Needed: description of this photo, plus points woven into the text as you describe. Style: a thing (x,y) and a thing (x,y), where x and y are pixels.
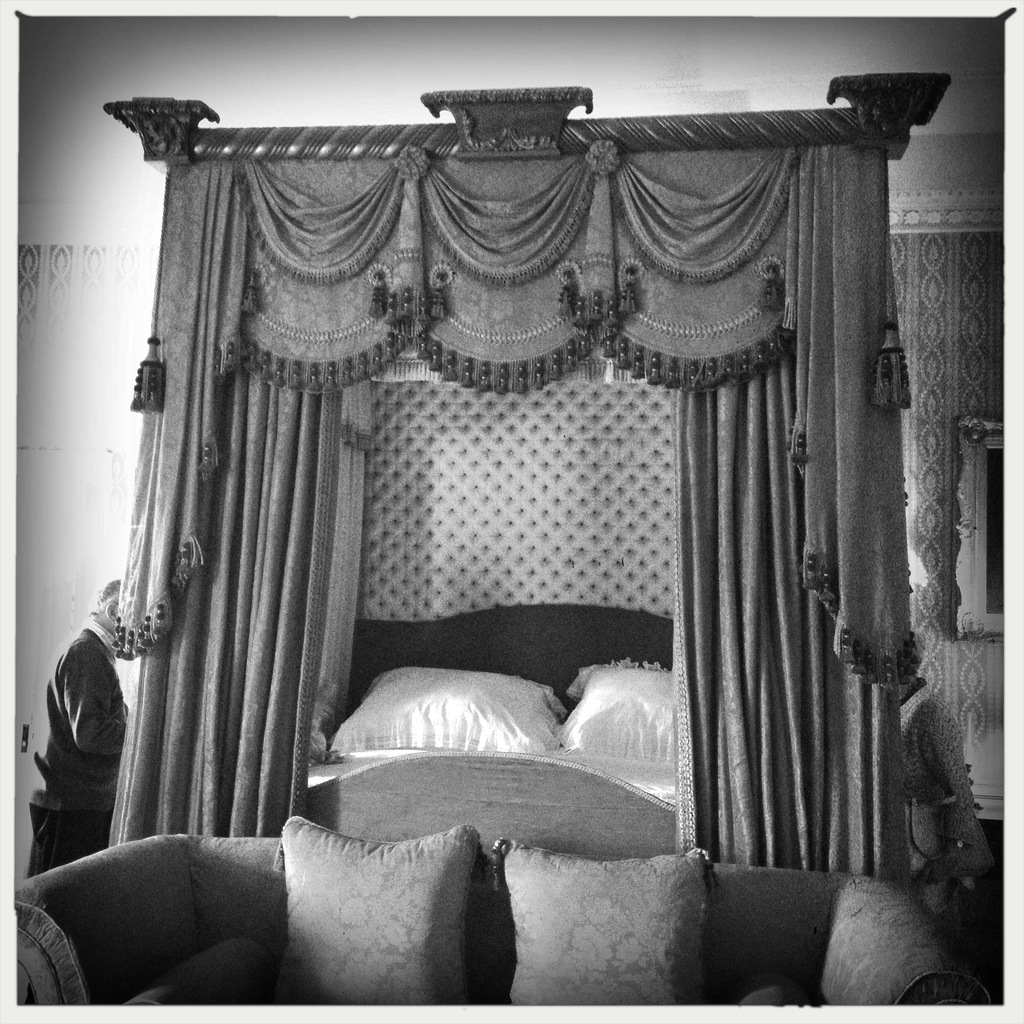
This image is clicked in a bedroom. In the background (419,301), there is a bed (585,339) on which there are two white pillows (505,698). In the front (221,905), there is a sofa (734,995). To the right (963,374), there is a wall (933,385).
